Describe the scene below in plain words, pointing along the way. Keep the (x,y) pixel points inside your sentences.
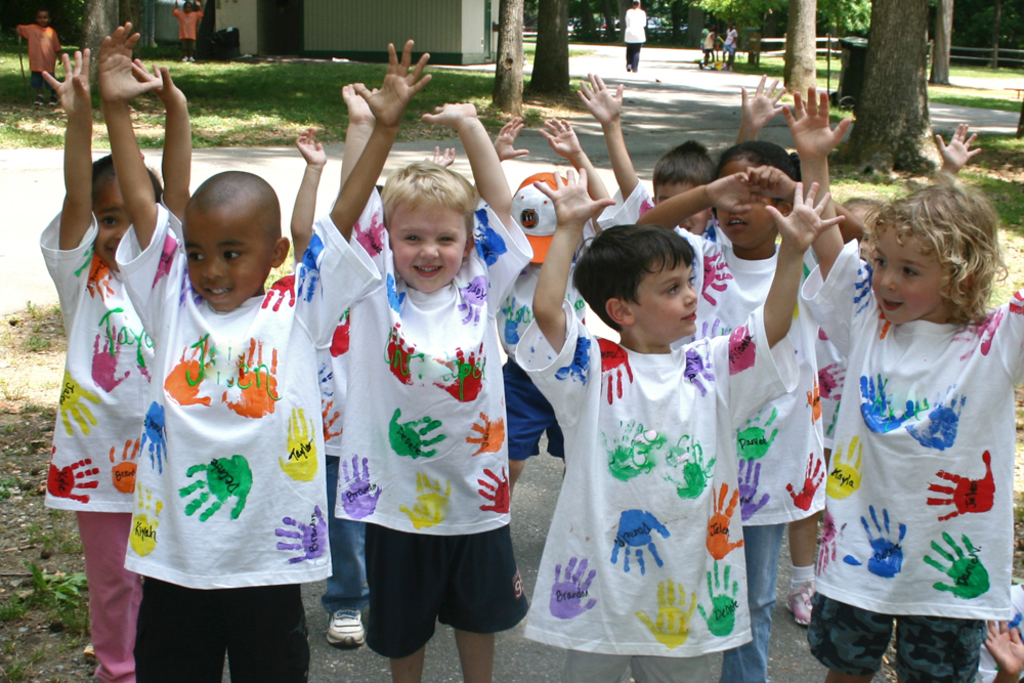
In this picture there are group of people (465,315) standing and raising hands (427,114). At the back (352,2) there is a house (337,23) and there are trees (508,77) and there is a person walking on the road (636,133) and there are group of people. At the bottom (64,546) there is a road (639,97) and there is grass (6,85).
